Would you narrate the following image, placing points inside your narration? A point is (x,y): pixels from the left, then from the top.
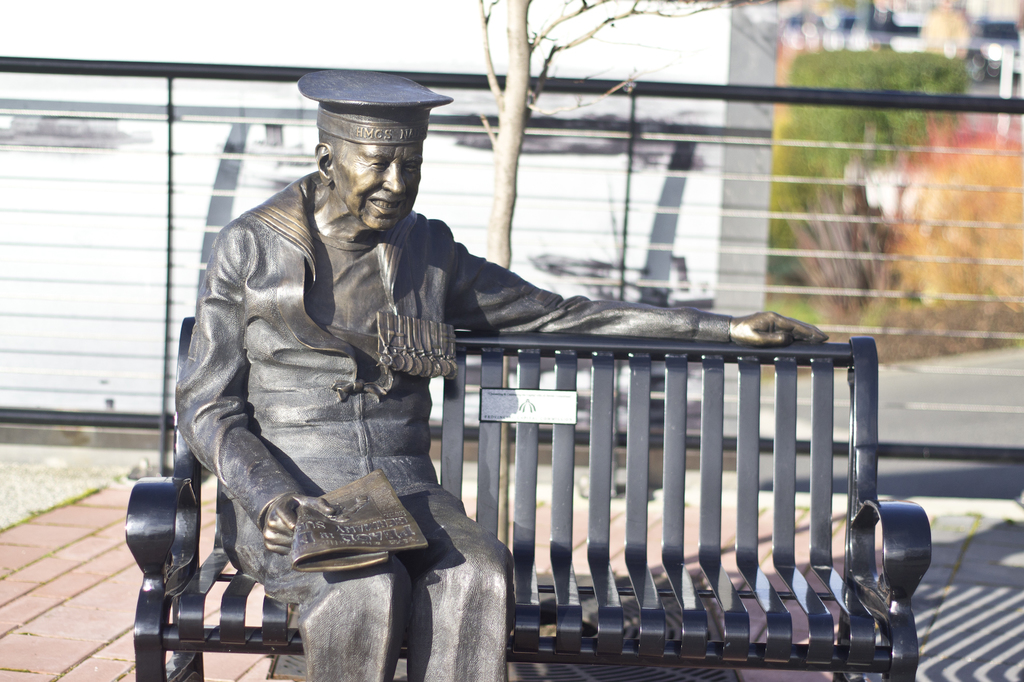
In this image I can see a sculpture (229,242) of a person (212,314) sitting on a bench (858,561). In the background (478,59) I can see a tree (523,33) and a white wall (189,41).
